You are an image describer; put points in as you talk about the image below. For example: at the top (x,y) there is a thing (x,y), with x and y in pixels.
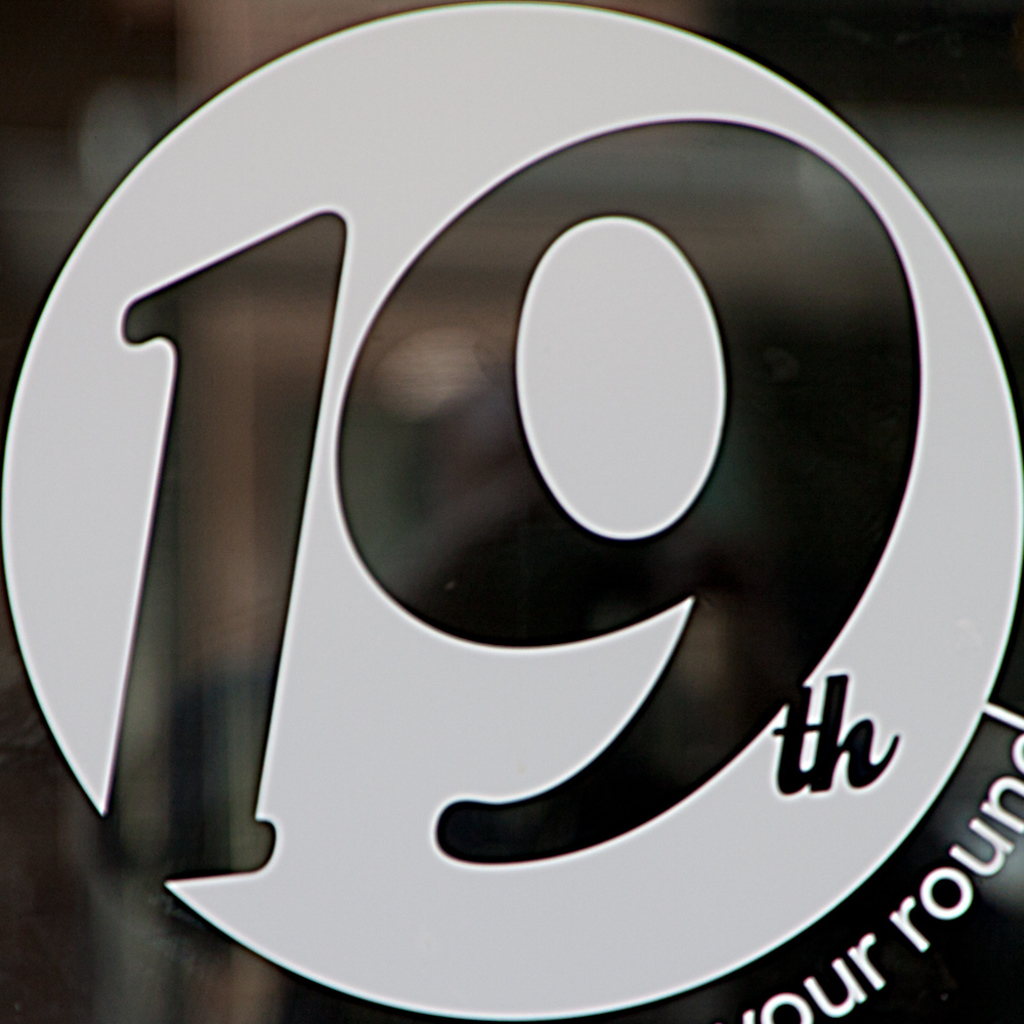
In this picture, we see a board (395,553) or a poster (535,534) in white and black color. We see 19 (547,587) is written on it. We even see some text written on it. In the background (831,80), it is black in color.
